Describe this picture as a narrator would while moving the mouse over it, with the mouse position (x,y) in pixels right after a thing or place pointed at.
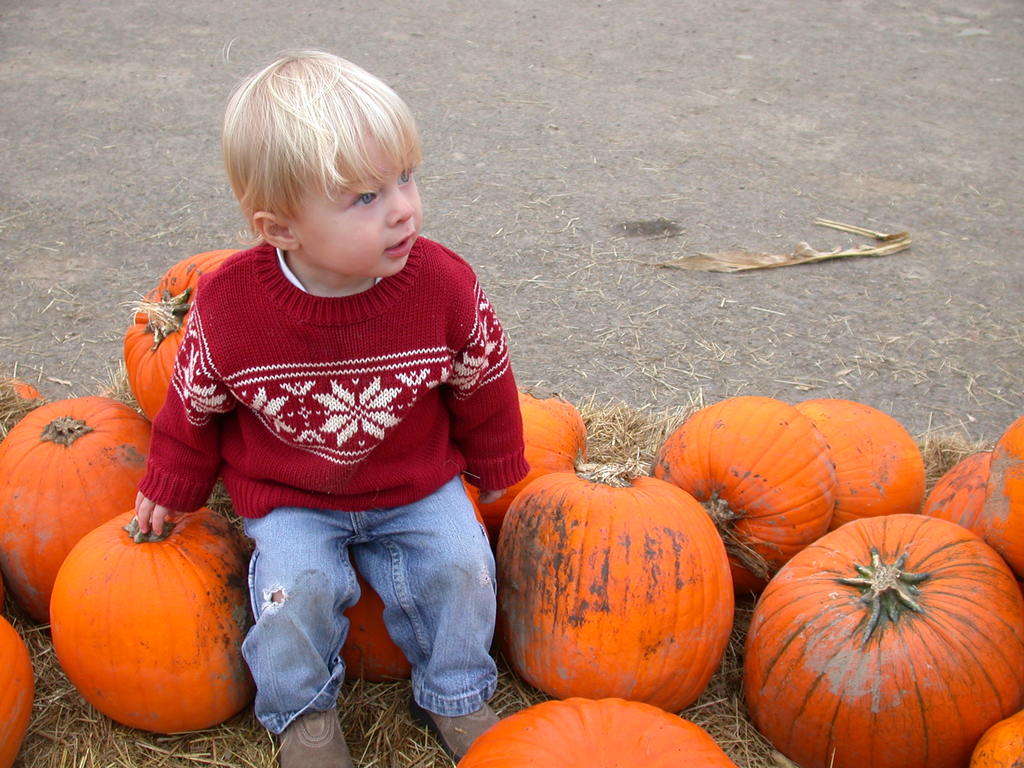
In this picture there is a kid (224,367) towards the left (304,246). He is sitting on the pumpkins (617,714). He is wearing a red sweater (315,386) and blue jeans (252,573). The pumpkins (981,581) are in orange in color.
